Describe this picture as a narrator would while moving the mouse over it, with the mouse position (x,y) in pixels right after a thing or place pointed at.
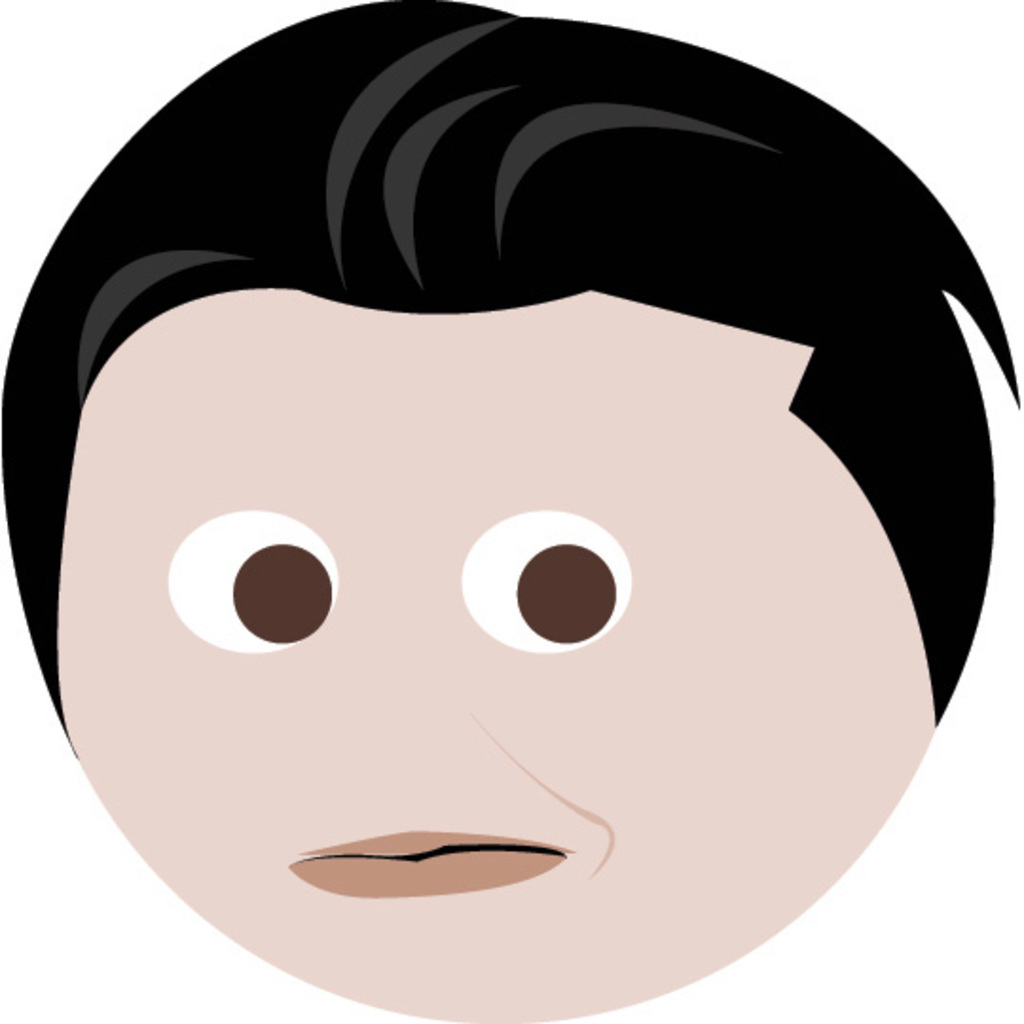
This is an animated image of a person's face (579,354).
